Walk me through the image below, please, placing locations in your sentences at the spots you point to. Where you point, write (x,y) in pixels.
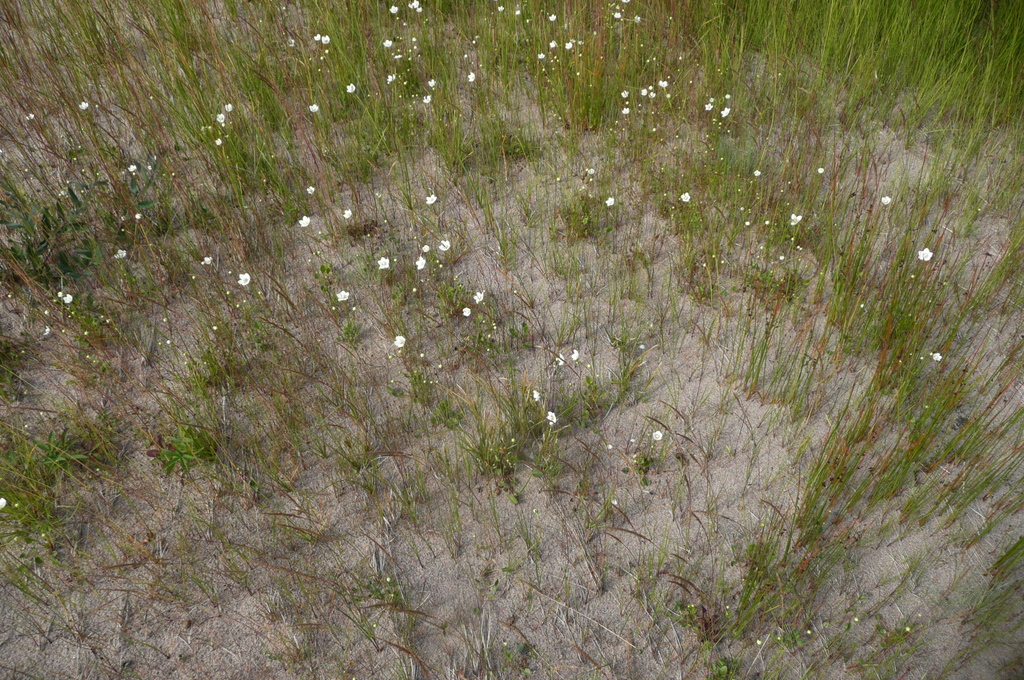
In this picture we can see some plants (248,214), flowers (537,395) and ground (440,504).
